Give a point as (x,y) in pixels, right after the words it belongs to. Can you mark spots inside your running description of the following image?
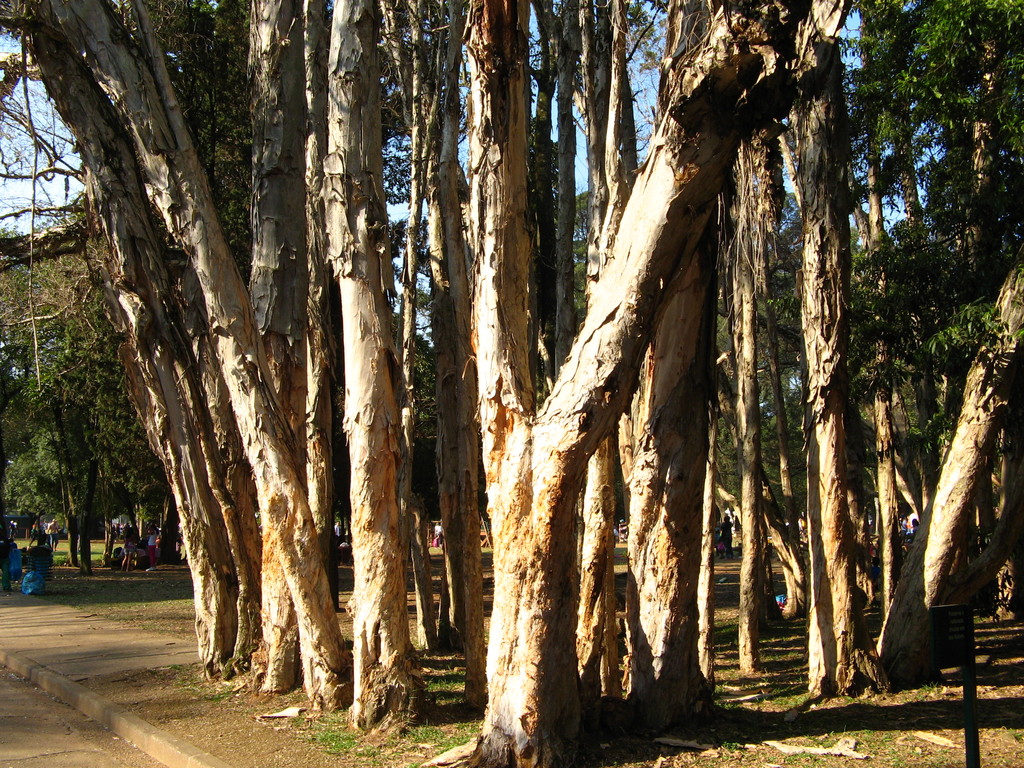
In this image we can see the persons (126,532) standing on the ground (144,598) and there are few objects (39,582). We can see there are tree trunks (454,261), trees (571,295) and the sky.
